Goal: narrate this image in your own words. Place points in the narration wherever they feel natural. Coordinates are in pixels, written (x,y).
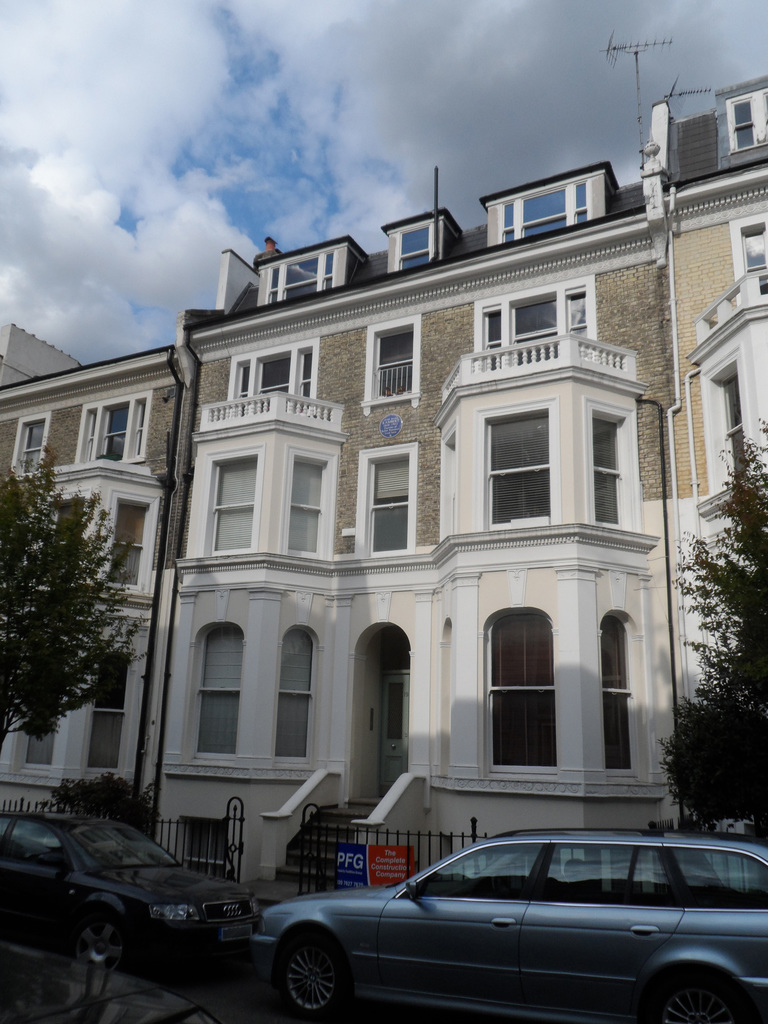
In this image in front (466,967) there are cars (359,987) on the road (249,970). There are trees (1,690). In the background of the image (475,582) there are buildings (353,527). In front of the building (319,665) there is a metal fence (313,836). There are display boards (380,846). At the top of the image (405,91) there is sky (227,50).
